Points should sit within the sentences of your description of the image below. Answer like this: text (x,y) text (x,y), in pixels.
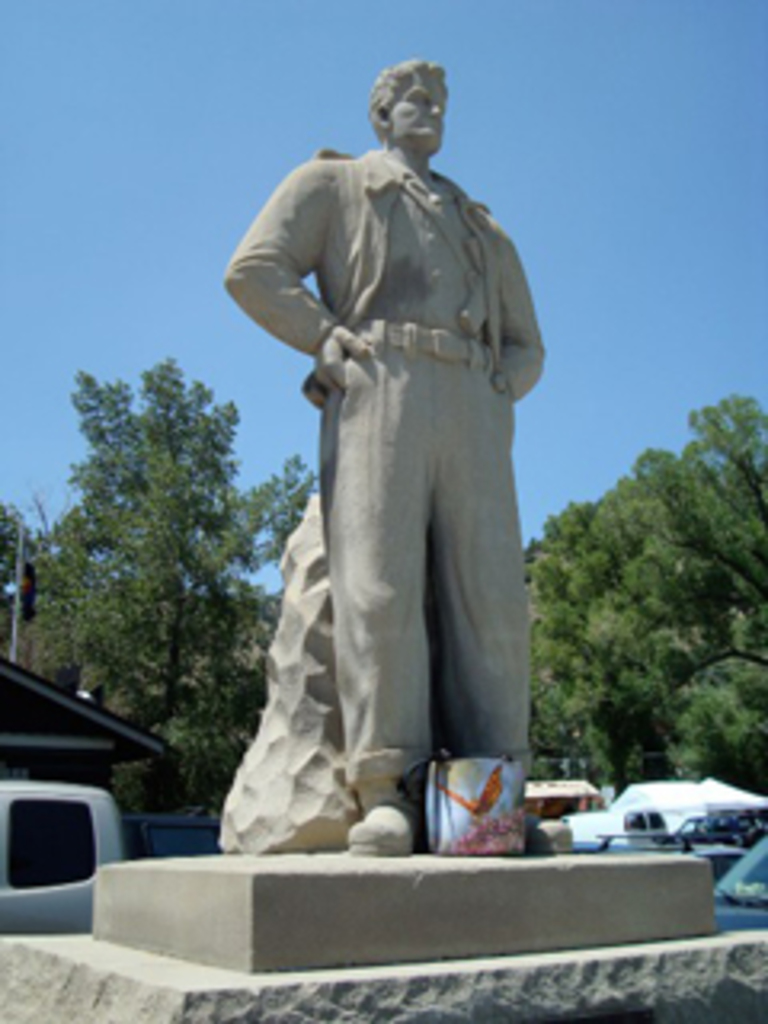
In the image there is a statue of a man (423,545) and behind the statue (340,599) there are trees (547,522).
